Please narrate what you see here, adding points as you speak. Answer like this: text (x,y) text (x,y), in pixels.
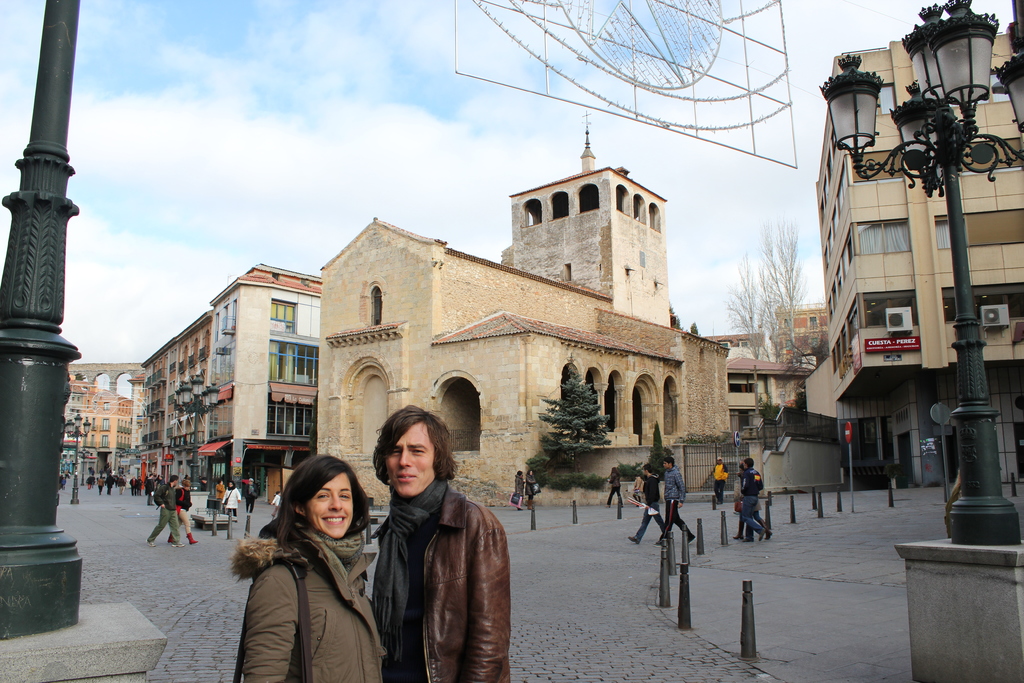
In the picture we can see a path (603,526) to it, we can see a man (412,468) and woman (271,649) are standing together and woman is smiling and they are in jackets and beside them, we can see a pole (16,595) which is black in color on the stone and on the other side of them, we can see another pole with some lights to it and behind them, we can see many people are walking on the path (795,656) and behind them we can see some buildings (885,261) with windows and near to it we can see some plants (660,456) and in the background (643,174) we can see a sky (802,127) with clouds (721,113).
